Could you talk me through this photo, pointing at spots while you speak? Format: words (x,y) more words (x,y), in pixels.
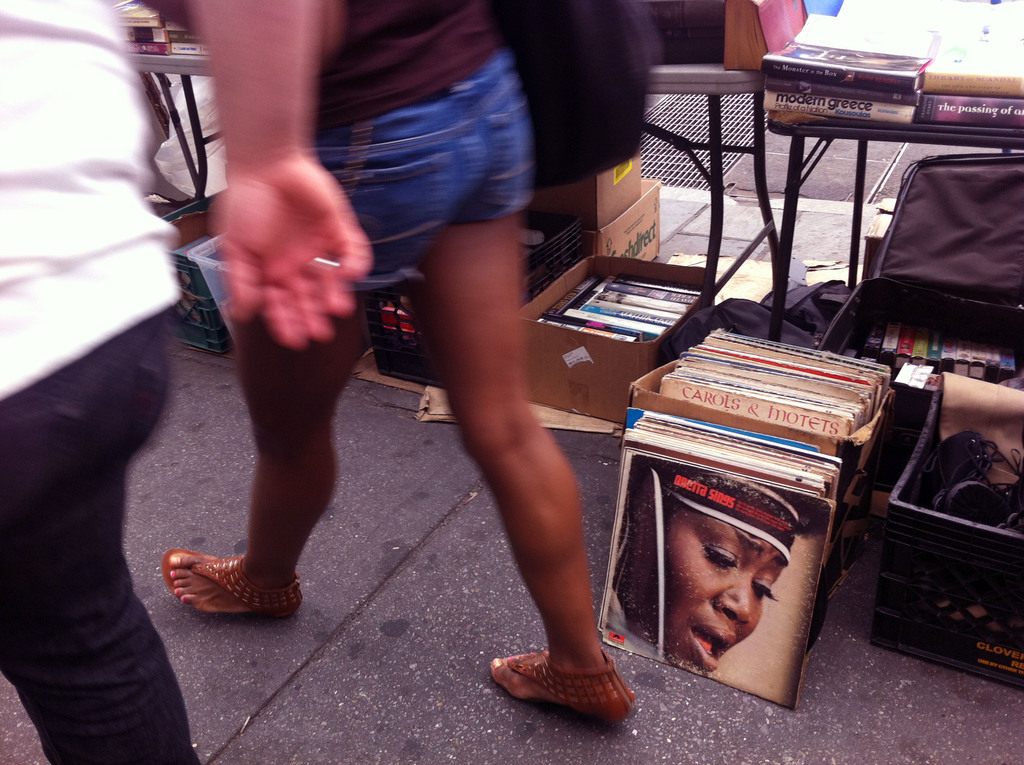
In this image we can see two people (424,249) are walking on the pavement (416,713). In the background of the image (577,274), we can see the books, tables (715,87), cardboard boxes (633,220) and bags (976,284). Behind the table (731,85), we can see a mesh (689,124).
